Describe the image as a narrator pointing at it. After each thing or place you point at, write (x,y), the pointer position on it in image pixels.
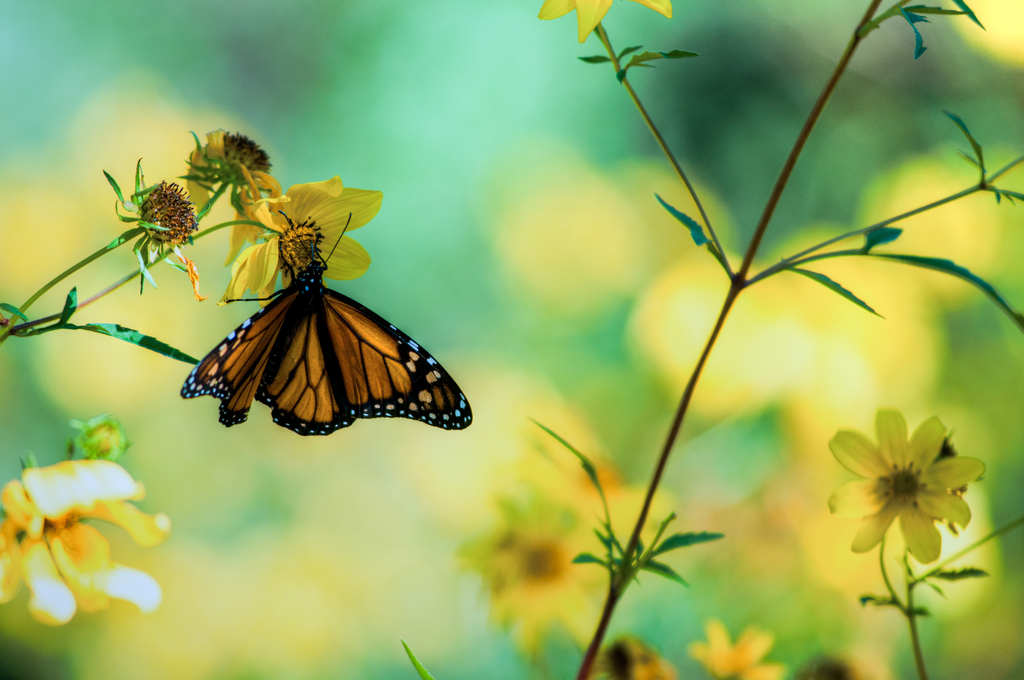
In this image we can see a butterfly (323,296) on the yellow color flower (340,177). We can also see the yellow color flowers (766,636) of the plant (727,651) and the background (173,66) is blurred.
